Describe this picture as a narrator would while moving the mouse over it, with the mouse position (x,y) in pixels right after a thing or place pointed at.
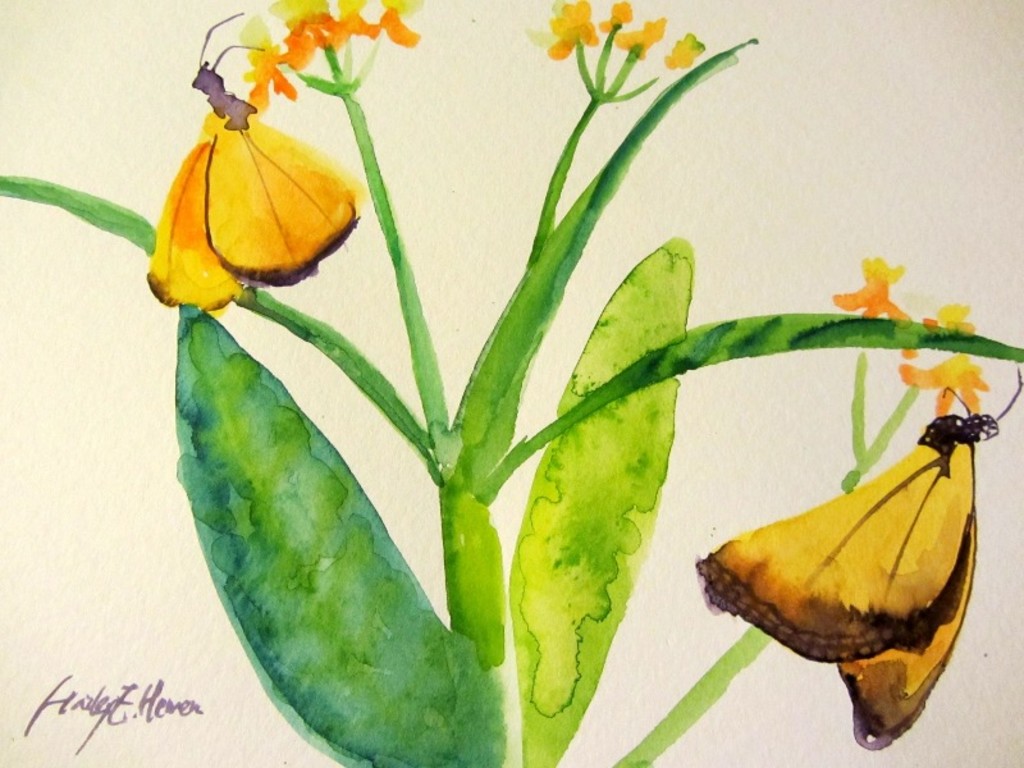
In this picture we can see an art (539,486), in the art (539,486) we can find butterflies (253,199), flowers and some text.
